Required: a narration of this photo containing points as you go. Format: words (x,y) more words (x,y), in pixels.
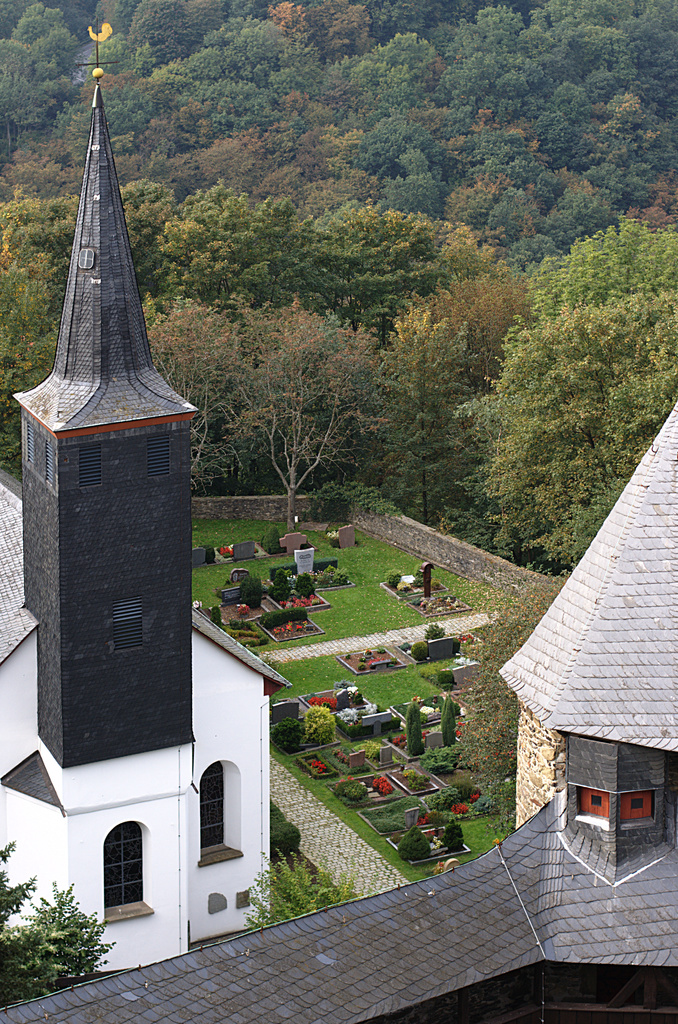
In this image there are towers (573,681). In the background (345,312) there are trees (446,372). At the bottom (392,858) we can see bushes (447,729) and grass (370,601).
